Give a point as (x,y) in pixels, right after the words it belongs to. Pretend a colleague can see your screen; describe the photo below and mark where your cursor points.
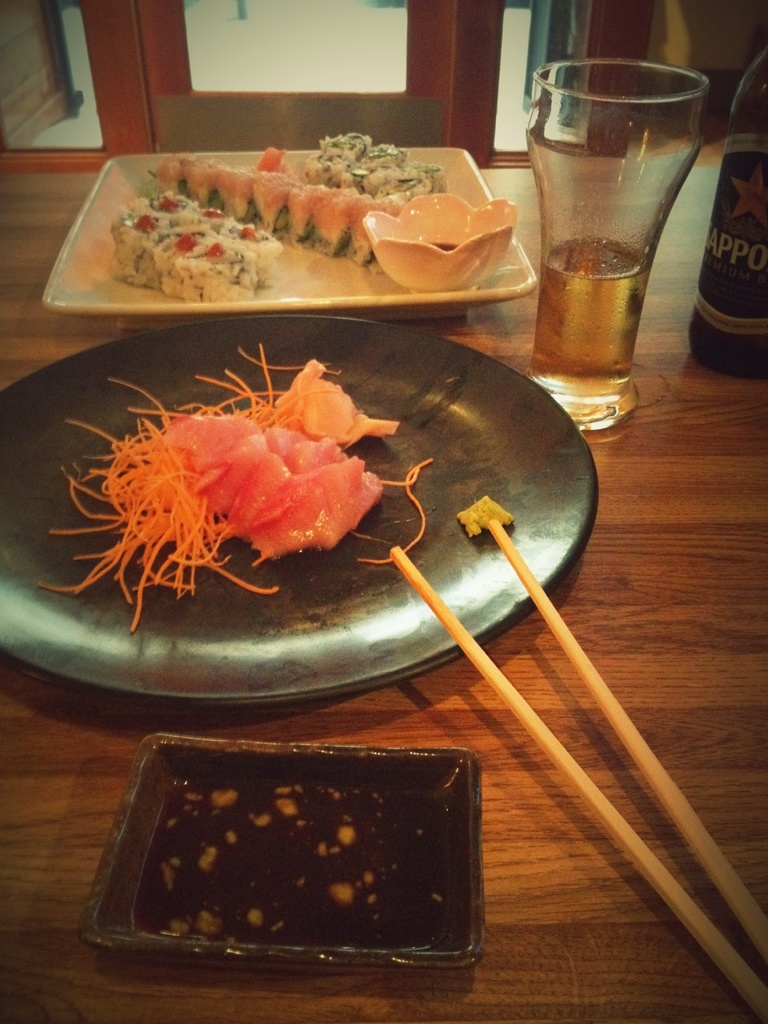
In this image in the middle (503,666) there is a table (706,580) on that there is a plate (457,530), glass (562,385), bottle (732,191), sticks (558,740) and some food items (335,402). In the background (62,95) there is a glass (51,122).
